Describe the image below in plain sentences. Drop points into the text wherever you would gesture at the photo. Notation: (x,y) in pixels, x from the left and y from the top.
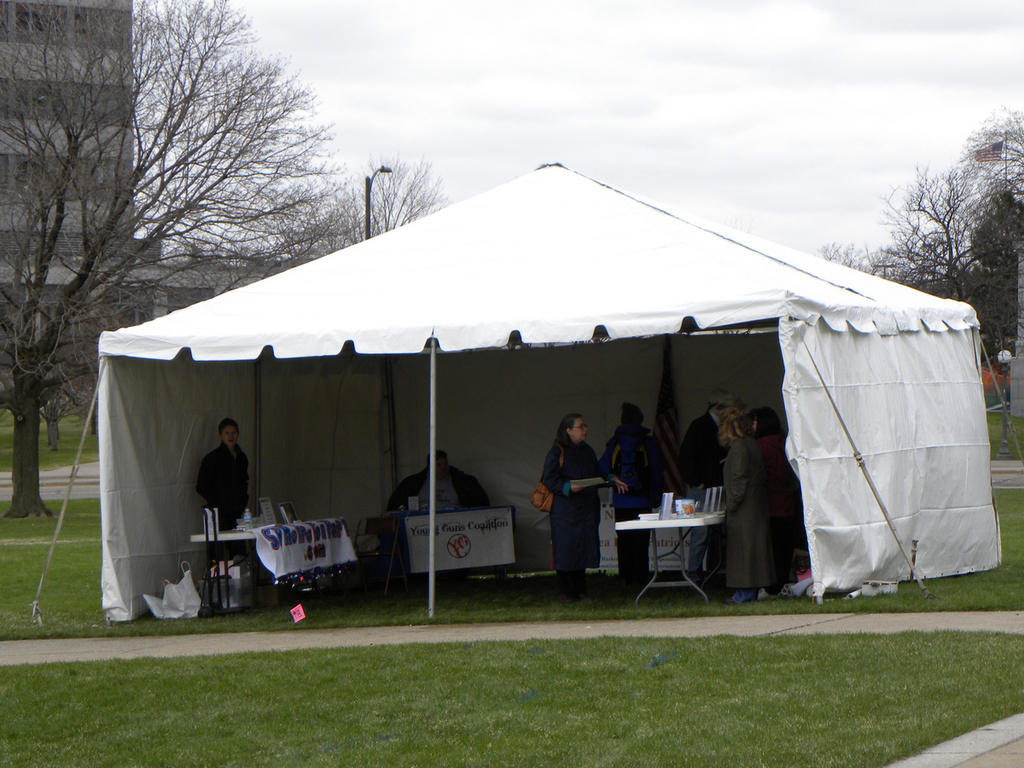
There is a tent (468,230), it looks like some camp (346,492) and there a group of people (614,453) inside the tent (475,444) and it is arranged on a land (536,593) covered with grass (88,450). On the left side (49,303) there is a dry tree (16,443) and behind the tree (72,125) there is a tall building (84,6) and on the right side (913,208) there are some other trees (991,225) and a flag (990,154).
